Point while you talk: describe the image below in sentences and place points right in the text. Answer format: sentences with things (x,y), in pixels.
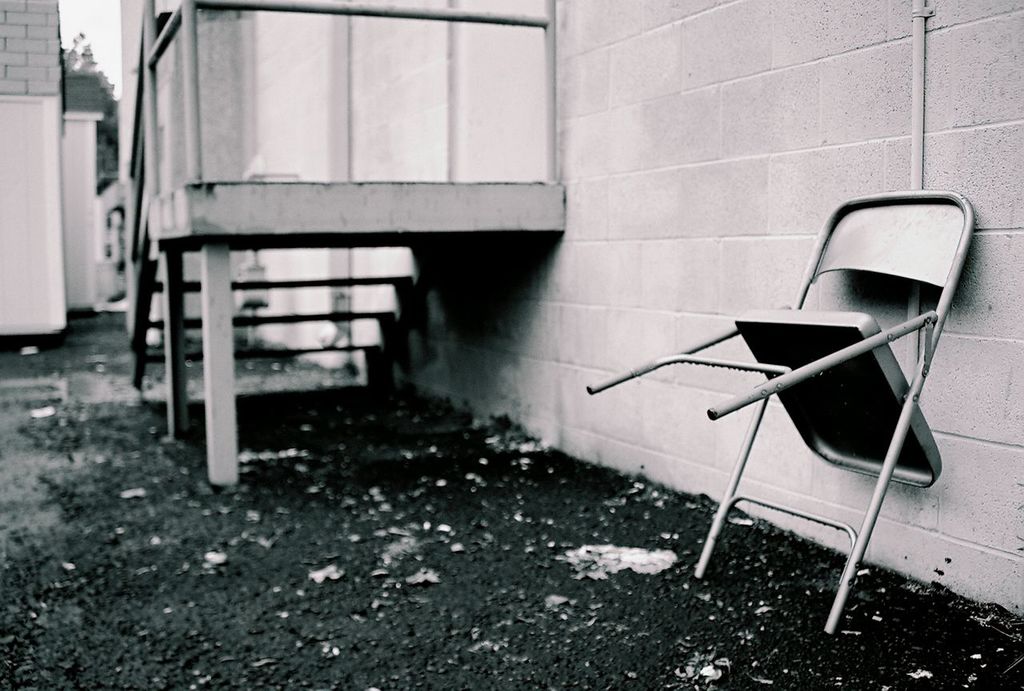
In the image we can see there is a road (338,560) and the picture is in black and white colour. There are two houses (84,242) side by side and there is a stairs (307,319) which are attached to the wall (616,135). A chair (837,225) is kept partly open and it is bent towards the supporting position of the wall (870,294).
